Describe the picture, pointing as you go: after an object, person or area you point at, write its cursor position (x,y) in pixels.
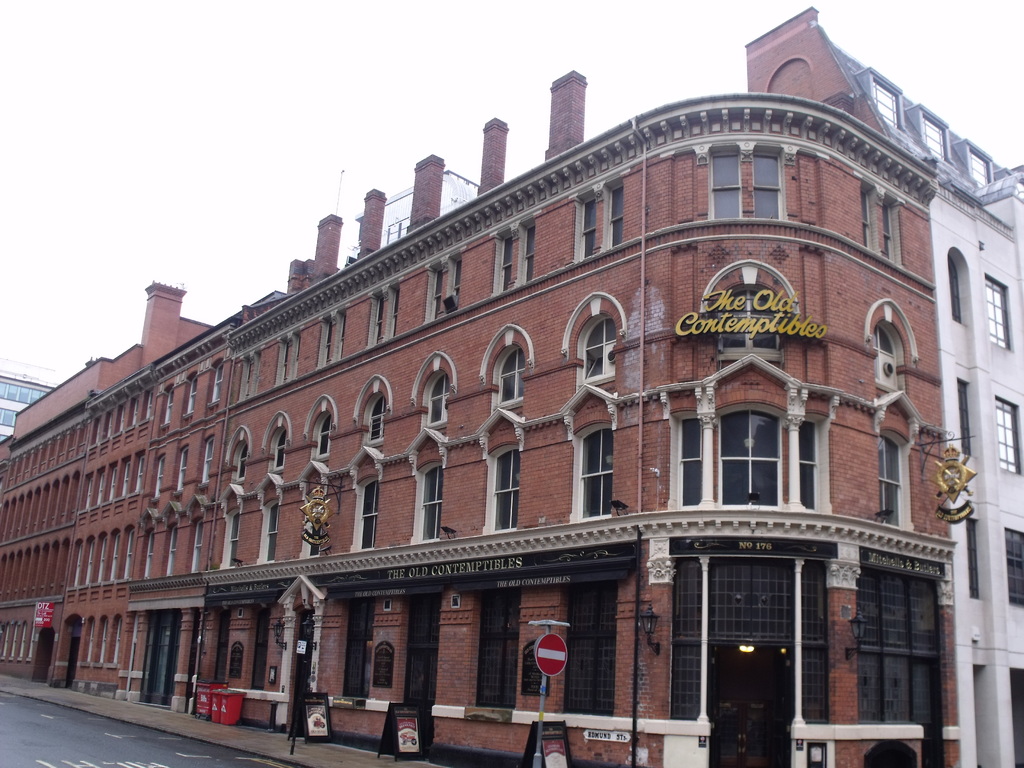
In this image, we can see buildings (409,379) and there are boards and we can see lights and bins (203,685). At the top (216,171), there is sky (194,99) and at the bottom (109,723), there is a road (99,739).
